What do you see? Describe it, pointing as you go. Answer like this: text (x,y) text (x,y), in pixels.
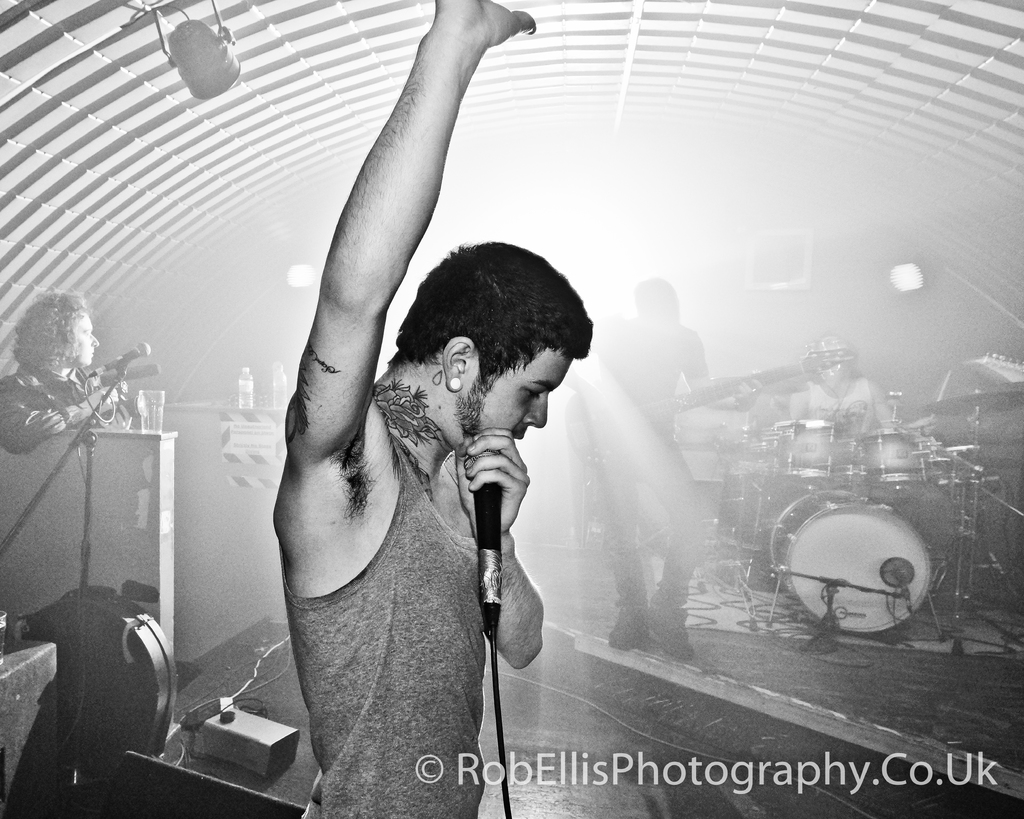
This is a black and white picture. In this picture we can see the light (912,269), light rays (624,478), few objects (173,787), musical instrument (811,359), glass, water bottles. We can see the people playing musical instruments (832,541). We can see a man (311,385) holding a microphone (497,620). On the left side of the picture (58,289) we can see a man (105,416). At the bottom portion of the picture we can see watermark (646,767).
